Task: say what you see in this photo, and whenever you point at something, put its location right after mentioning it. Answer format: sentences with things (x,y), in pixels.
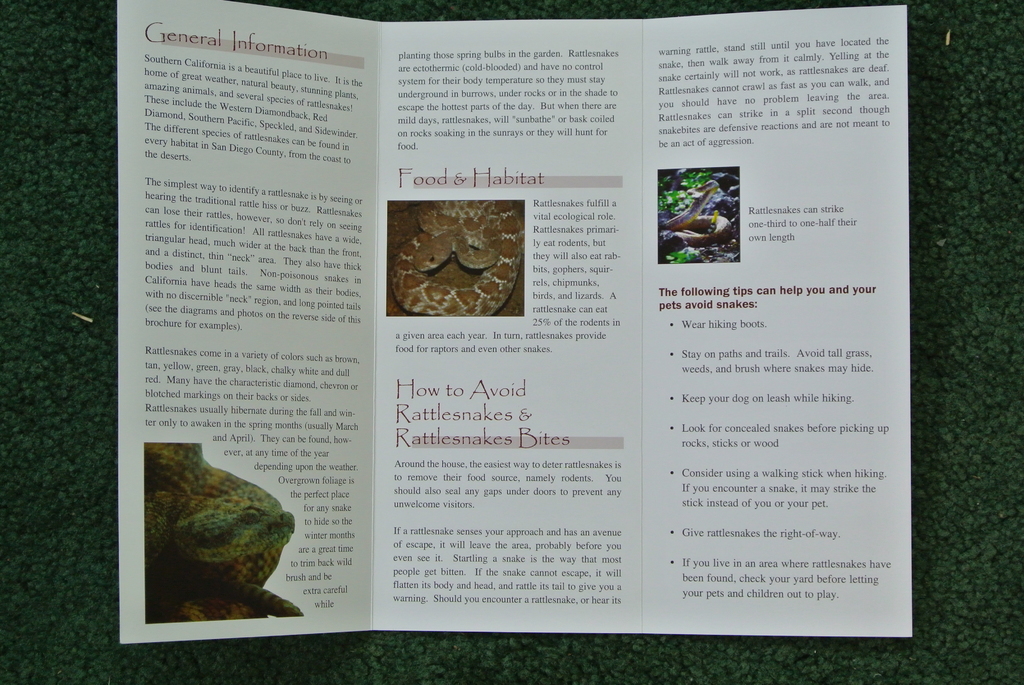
In this image, we can see a card (492,495) is placed on the green surface (988,541). In this card (519,517), we can see some information (452,388) and images (246,554).
